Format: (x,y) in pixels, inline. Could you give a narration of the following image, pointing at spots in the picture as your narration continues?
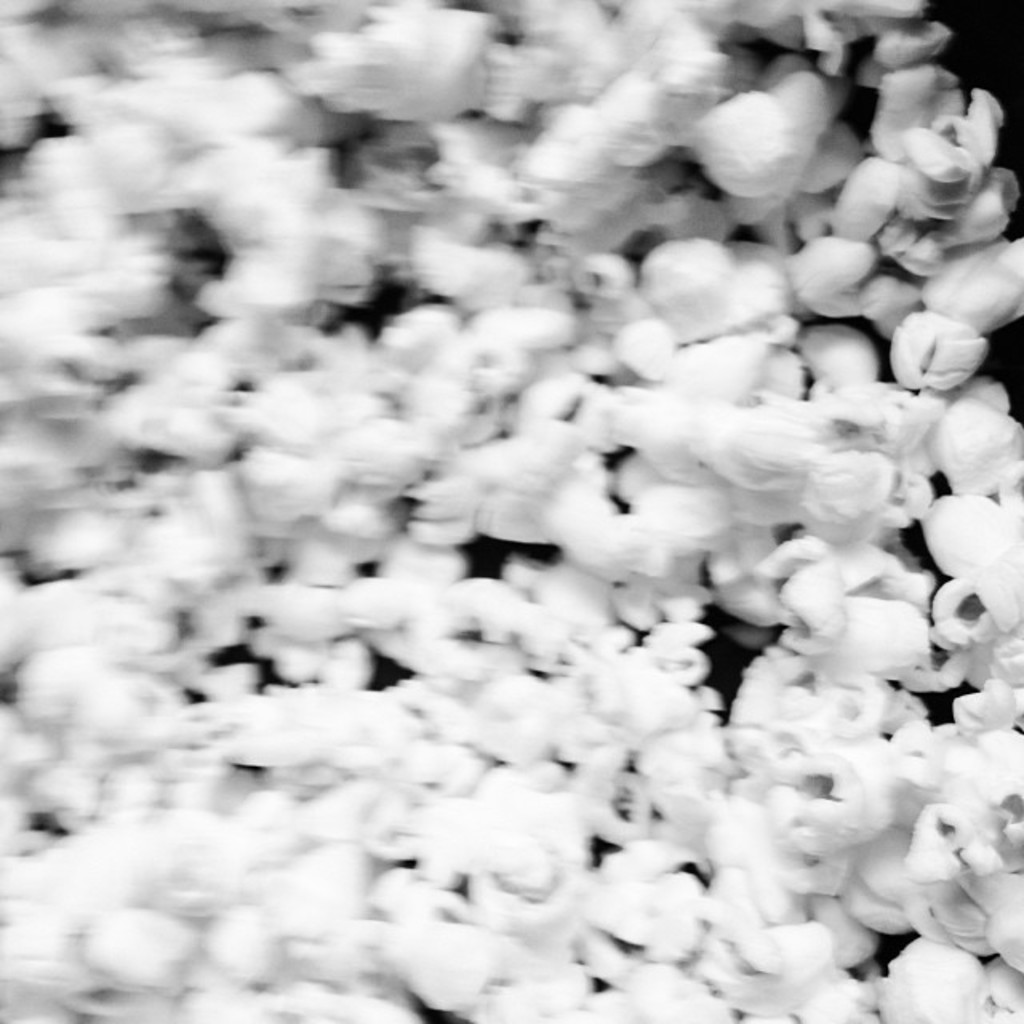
In this image we can see a black and white picture of popcorn (637,372).
